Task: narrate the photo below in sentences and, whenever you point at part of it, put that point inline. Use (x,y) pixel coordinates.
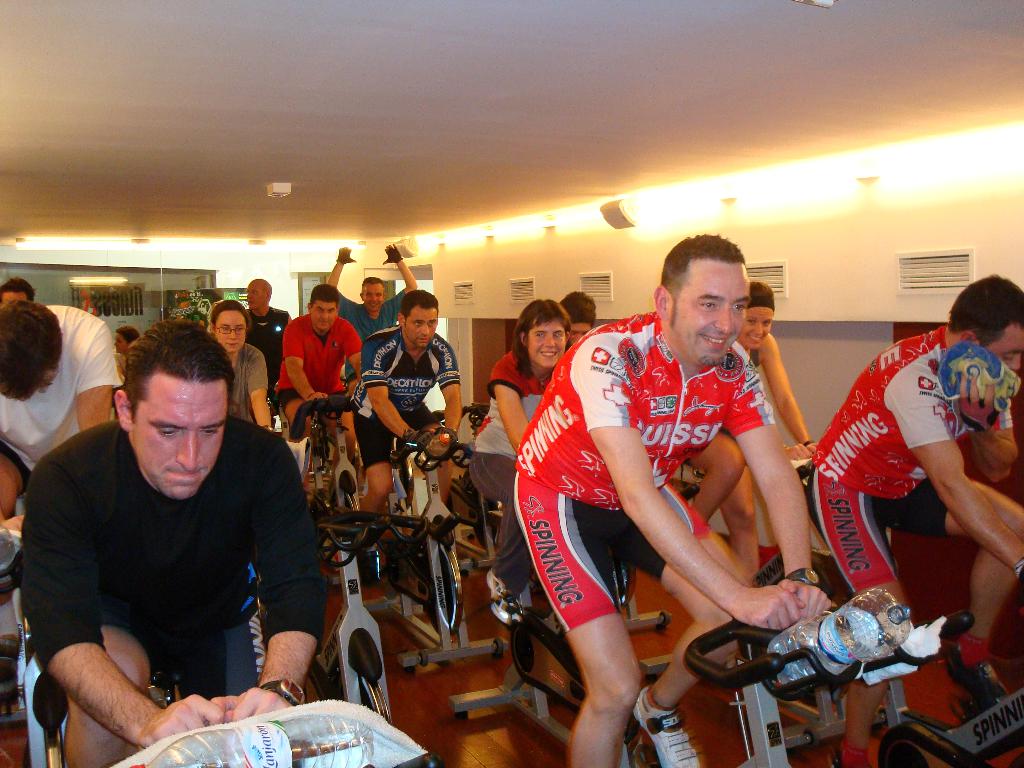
In the foreground of this image (497,369), there are people (639,507) cycling on the gym cycles (551,644) and we can also see bottles (340,743) and few clothes (906,648). In the background (814,162), there is ceiling (471,108), lights (449,239) and the wall (829,258).
